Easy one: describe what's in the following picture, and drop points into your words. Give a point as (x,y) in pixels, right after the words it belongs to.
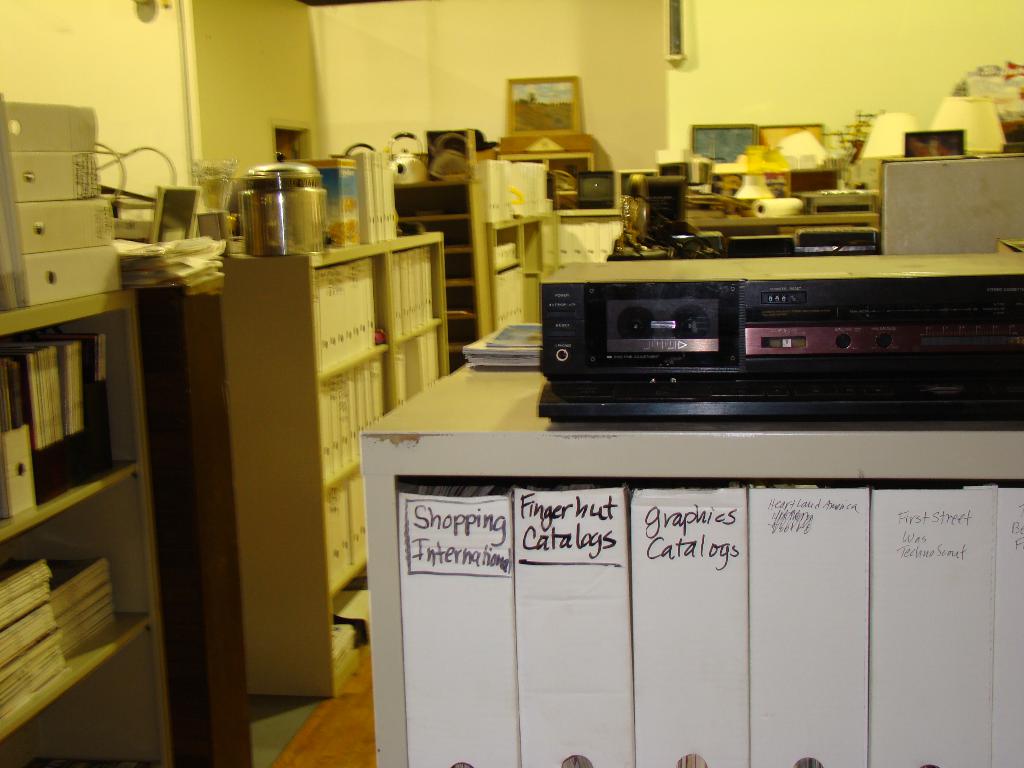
Here in this picture in the front (622,357) we can see a music player (577,336) present on a shelf (410,451) over there and we can see number of shelves (305,338) present and all of them are filled with files (355,550) over there and we can see portraits (527,130) on the wall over there and we can also see lamps (900,125) and kettle (401,161) and all other things (630,197) present over there.
